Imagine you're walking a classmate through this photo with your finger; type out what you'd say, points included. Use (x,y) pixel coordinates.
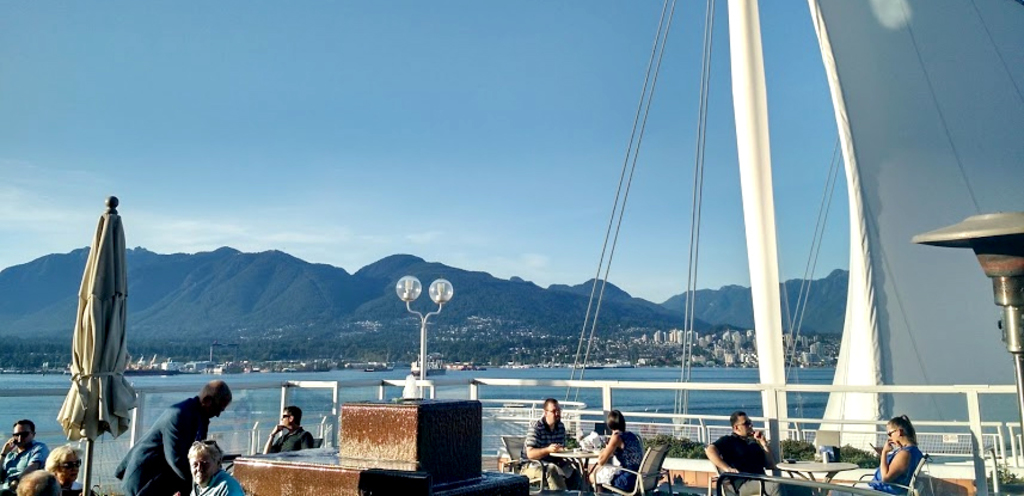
In the foreground of the picture (392,430) there are tables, chairs (773,475), people (24,437), umbrella (86,358), lights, railing (769,418) and other objects (764,256). In the center of the picture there is a water body (303,380). In the background (385,352) there are trees (297,337), buildings (596,347) and hills (498,306). At the top (406,62) it is sky (447,66).
